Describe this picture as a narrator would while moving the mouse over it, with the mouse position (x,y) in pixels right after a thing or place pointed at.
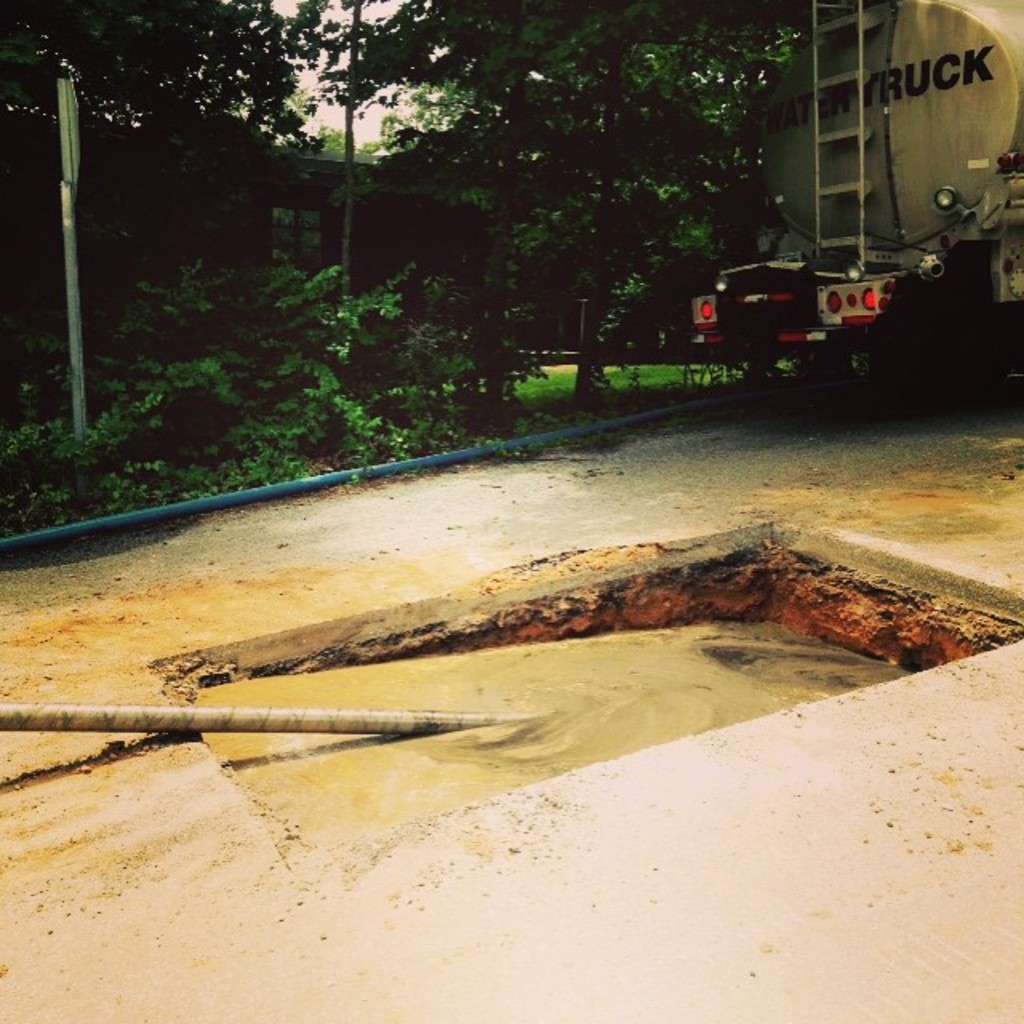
In this image we can see a truck (883,292) with stair case (860,201) is placed on the ground (886,430). In the center of the image (436,424) we can see some pipes (103,719), signboard (71,143), group of trees (207,280). In the background (320,110) we can see the sky (327,121).
